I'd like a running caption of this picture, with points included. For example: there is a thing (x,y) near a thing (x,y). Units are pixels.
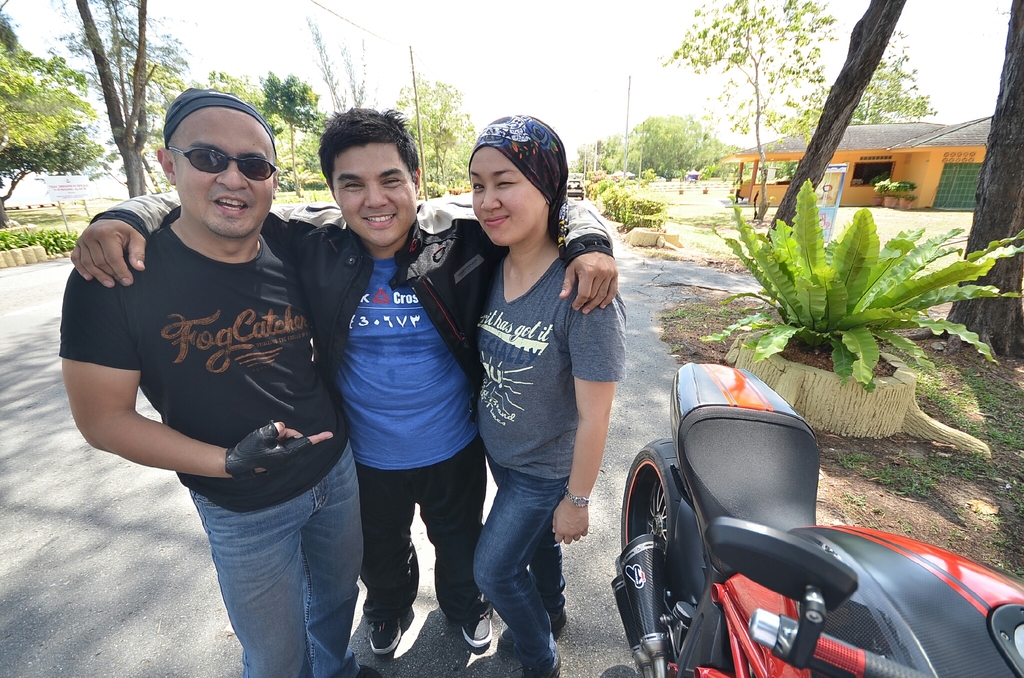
In this picture we can observe three members (369,221). Two of them are men (393,385) and the other is a woman (525,383). All of them are smiling. On the right side (716,623) we can observe a bike (733,555). There are some plants (802,282) and trees (306,108). In the background (881,132) we can observe an orange color house (857,156) on the right side (938,170). In the background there is a sky (444,34).
